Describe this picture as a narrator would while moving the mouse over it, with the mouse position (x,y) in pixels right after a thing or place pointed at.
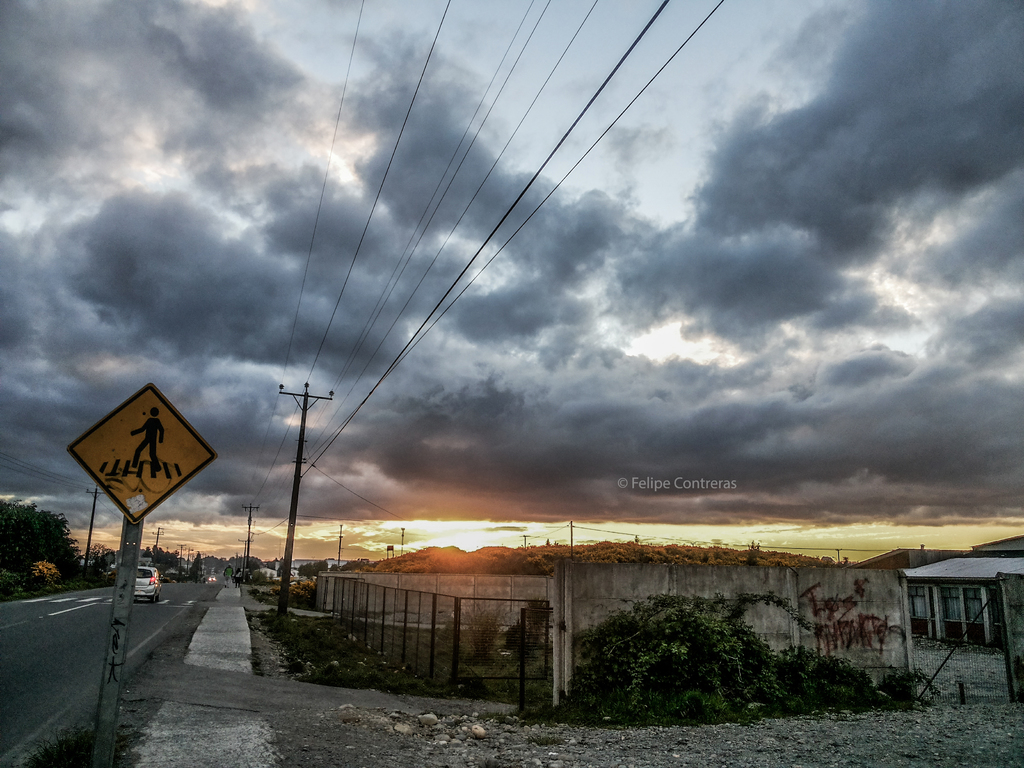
On the left side of the image (168,491) we can see a sign board (158,449), in the background (291,500) we can find few poles (248,547), vehicles (141,579), trees (186,564), cables (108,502) and clouds (201,323), and we can see fence (469,609) in the middle of the image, and also we can find a house (971,612) on the right side of the image (980,601).
